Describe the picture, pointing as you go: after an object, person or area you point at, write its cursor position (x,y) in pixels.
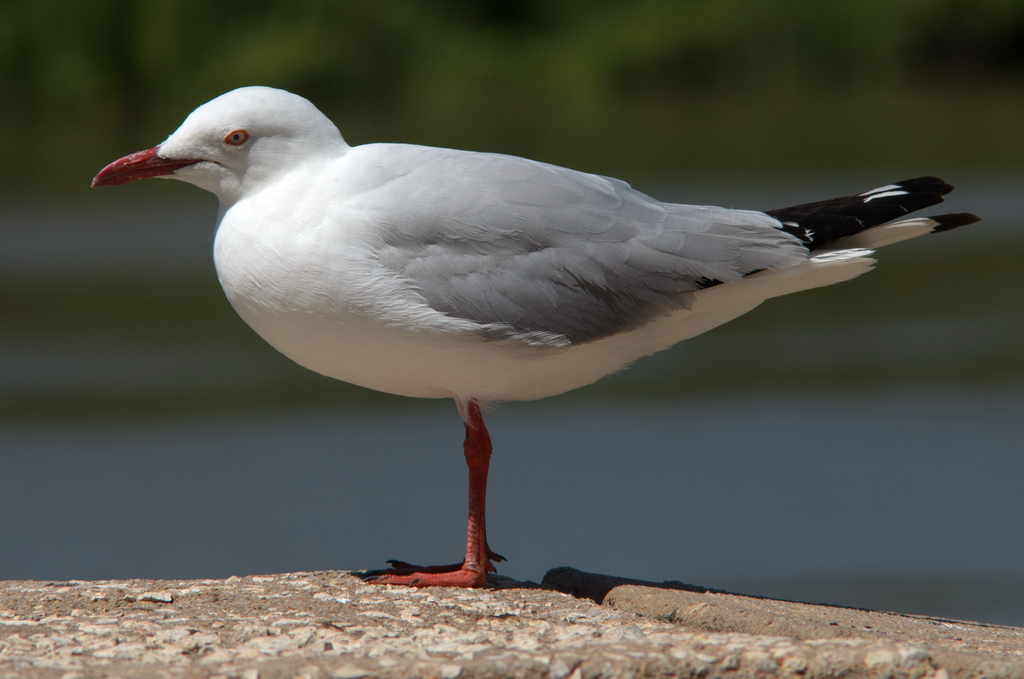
In this image I can see a bird (300,256) which is white, ash, black and red in color is standing on the ground (373,588). In the background (108,421) I can see few trees (171,97) and few other blurry objects (123,420).
